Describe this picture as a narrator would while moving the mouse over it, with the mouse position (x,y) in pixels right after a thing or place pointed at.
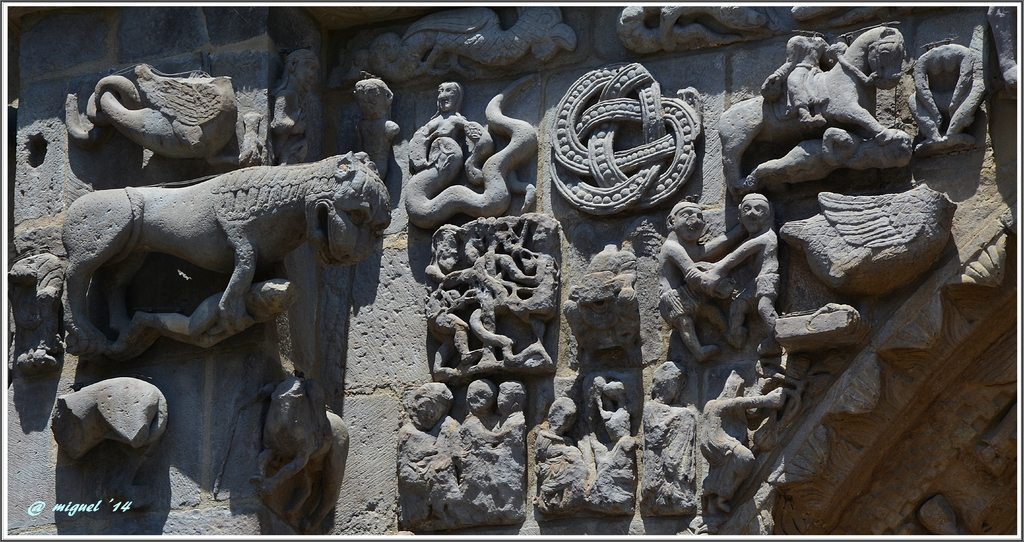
The picture consists of stone wall (60,119), on the wall (20,106) there are sculptures (846,75) of people (861,71) and various other objects (408,200). At the bottom (70,507) towards left (67,508) we can see text (99,509).
